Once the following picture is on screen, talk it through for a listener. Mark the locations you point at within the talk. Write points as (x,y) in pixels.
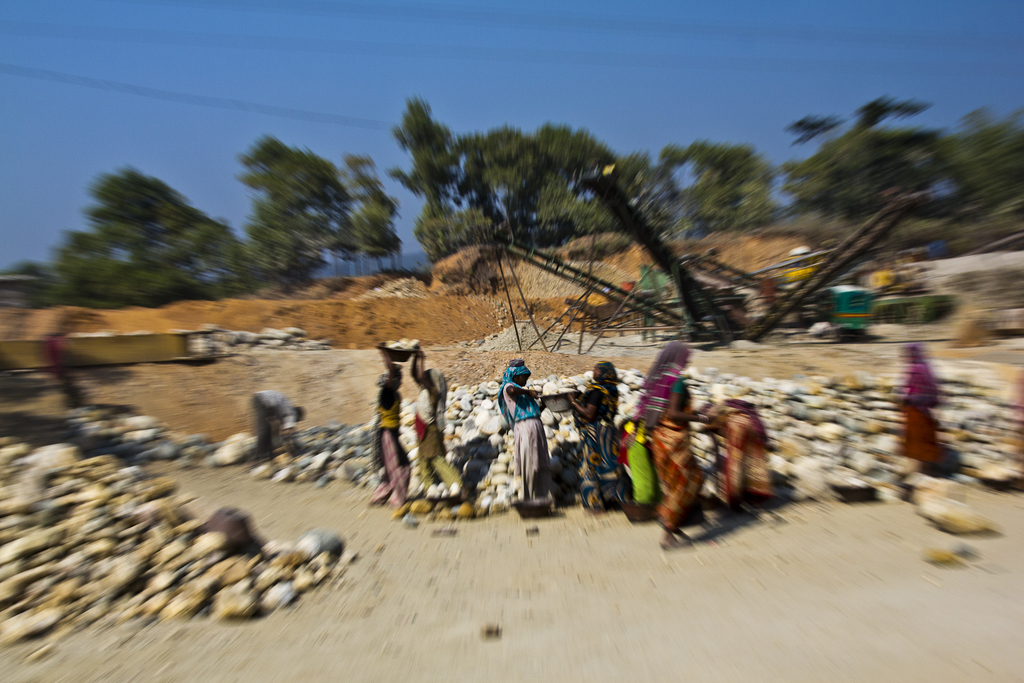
In this picture we can see a group of people (683,358), stones (5,526) on the ground (489,355), trees (328,192) and in the background (325,102) we can see the sky (682,123).
